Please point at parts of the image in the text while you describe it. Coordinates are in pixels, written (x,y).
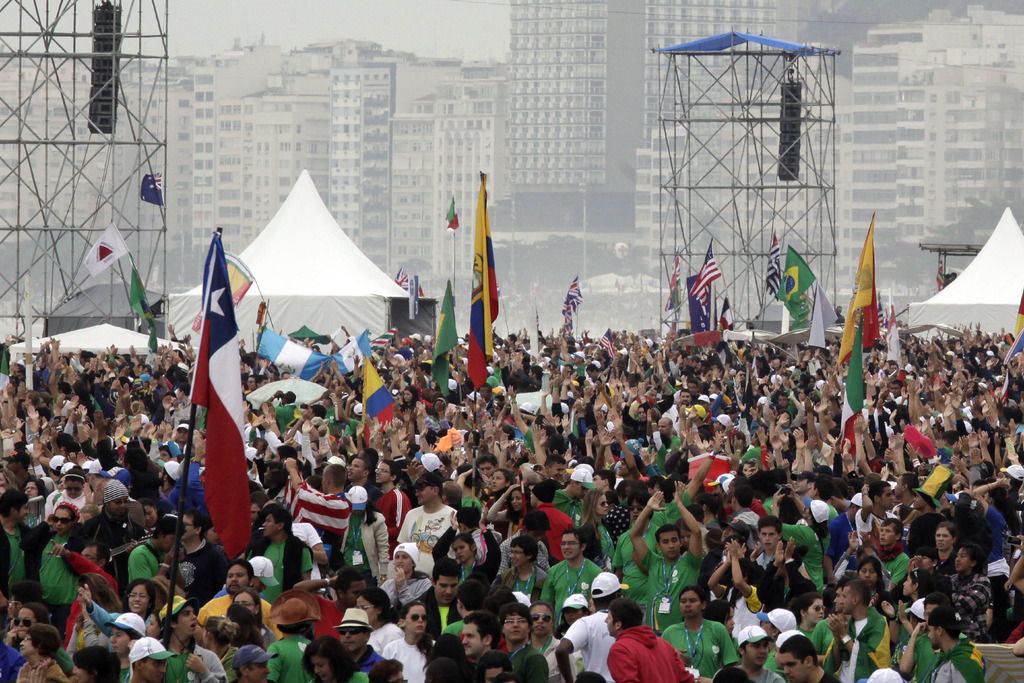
At the bottom (541,522) we can see many persons (533,369) are standing and among them few (846,462) are holding flag poles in their hands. In the background (218,220) there are poles (156,246), tents (328,257), trees (901,252), buildings (472,200) and sky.
